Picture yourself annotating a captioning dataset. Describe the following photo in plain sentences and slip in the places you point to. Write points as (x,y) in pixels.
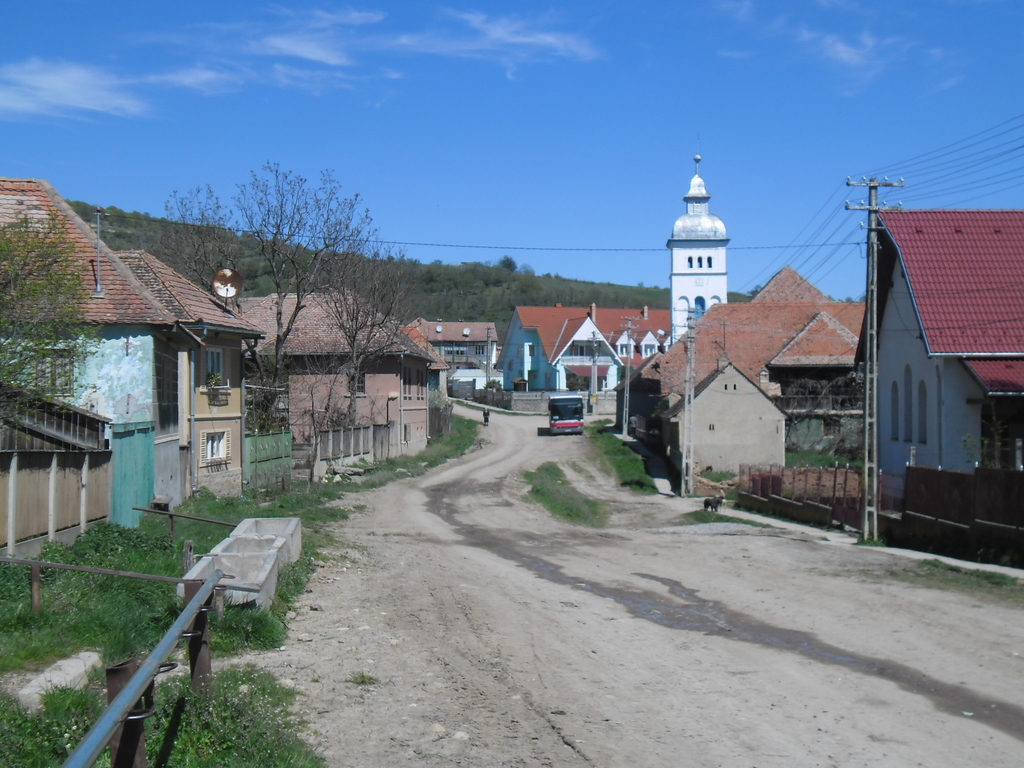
In this image I can see few houses (95,283) in brown, green and cream color. I can also see grass (81,599) and trees (423,301) in green color, few electric poles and sky (632,151) is in white and blue color.
